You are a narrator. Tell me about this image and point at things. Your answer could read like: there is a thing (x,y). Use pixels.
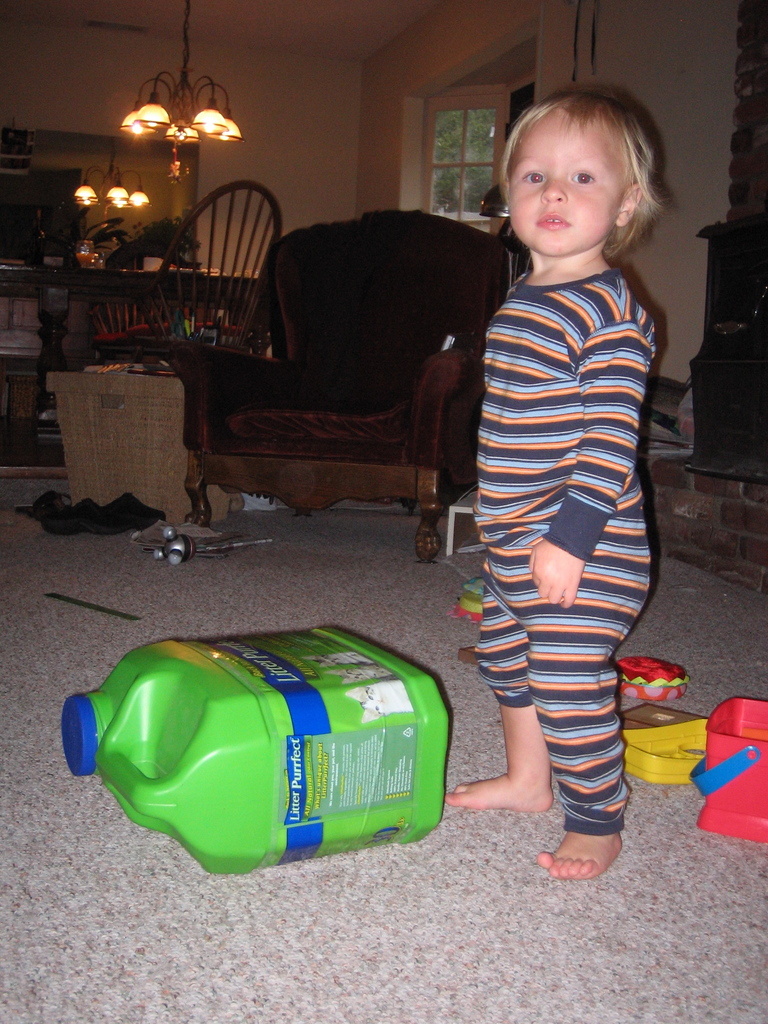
This is a picture of a boy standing in the carpet (328,877) and there is a cat litter jug (408,837) in front of him and some toys (638,701) back of him and in back ground (433,428) we have a chair (435,256), chandelier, basket (131,452) of clothes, a window (474,129) and a wall (281,133).
